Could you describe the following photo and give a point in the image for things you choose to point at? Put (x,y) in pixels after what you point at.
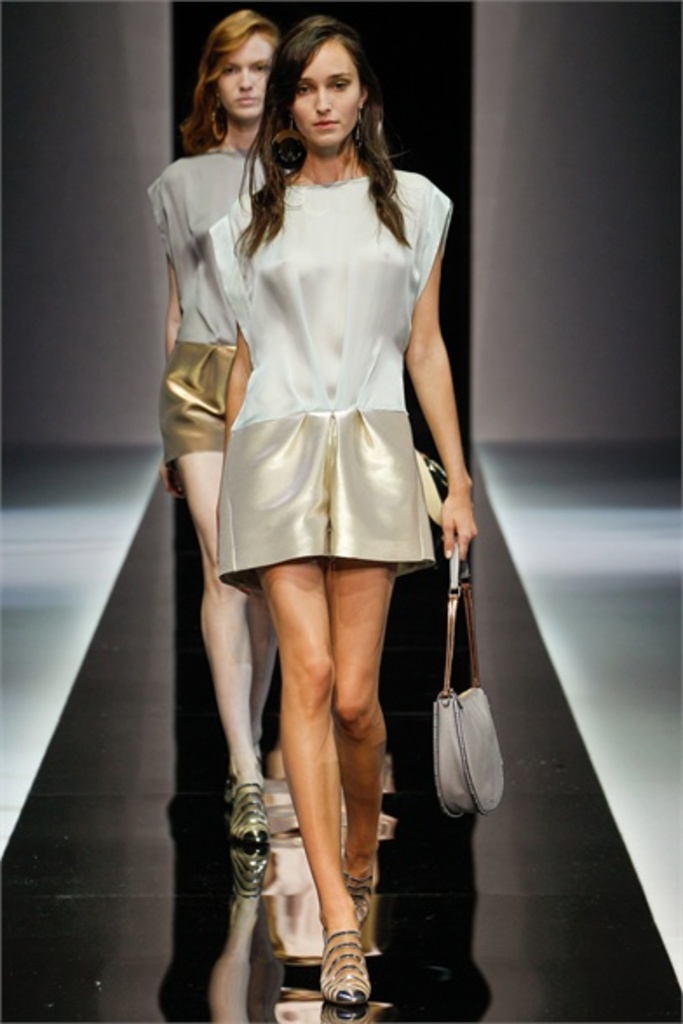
Here we can see a couple of woman (173,447) walking on the ramp (261,959) with a handbag (441,693) in their hand (450,553).
